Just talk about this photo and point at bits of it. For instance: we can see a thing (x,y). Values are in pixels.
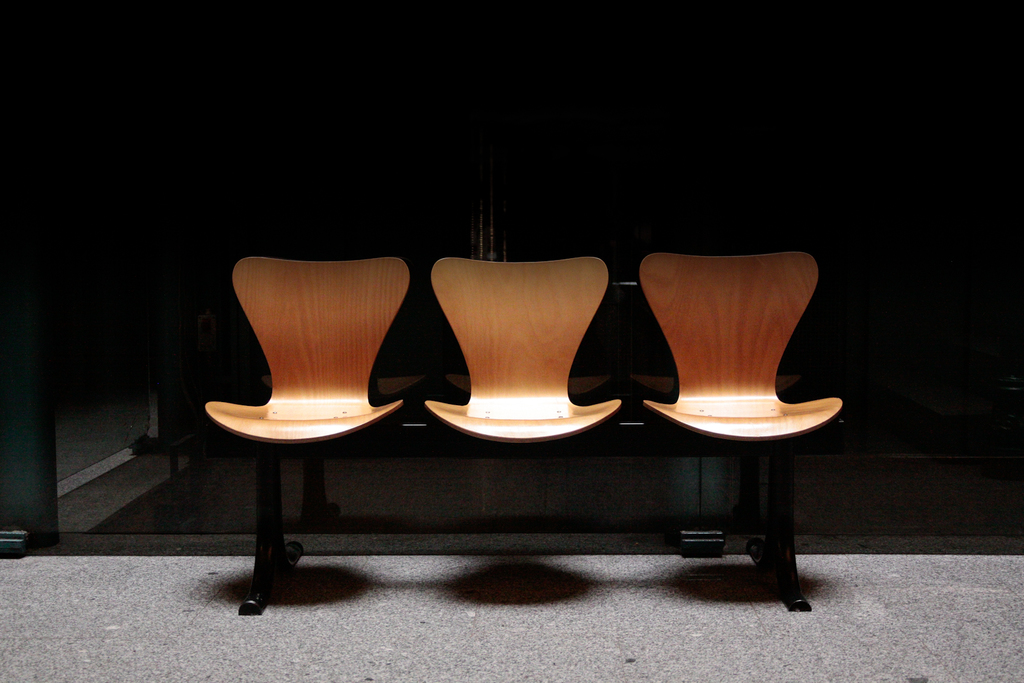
In the picture we can see three chairs (298,544) on the floor (717,677), which are made up of wood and behind it we can see dark.
